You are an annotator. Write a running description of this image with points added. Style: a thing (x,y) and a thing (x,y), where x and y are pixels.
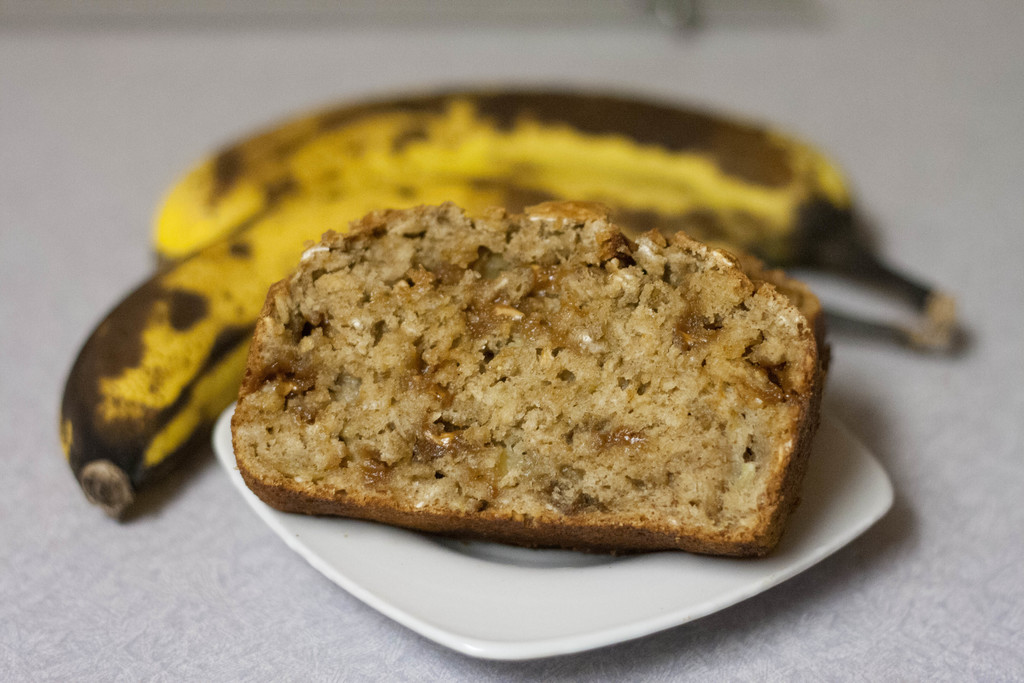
In this image we can see the food item (596,462) on the plate (568,563). And we can see the bananas (535,149).
